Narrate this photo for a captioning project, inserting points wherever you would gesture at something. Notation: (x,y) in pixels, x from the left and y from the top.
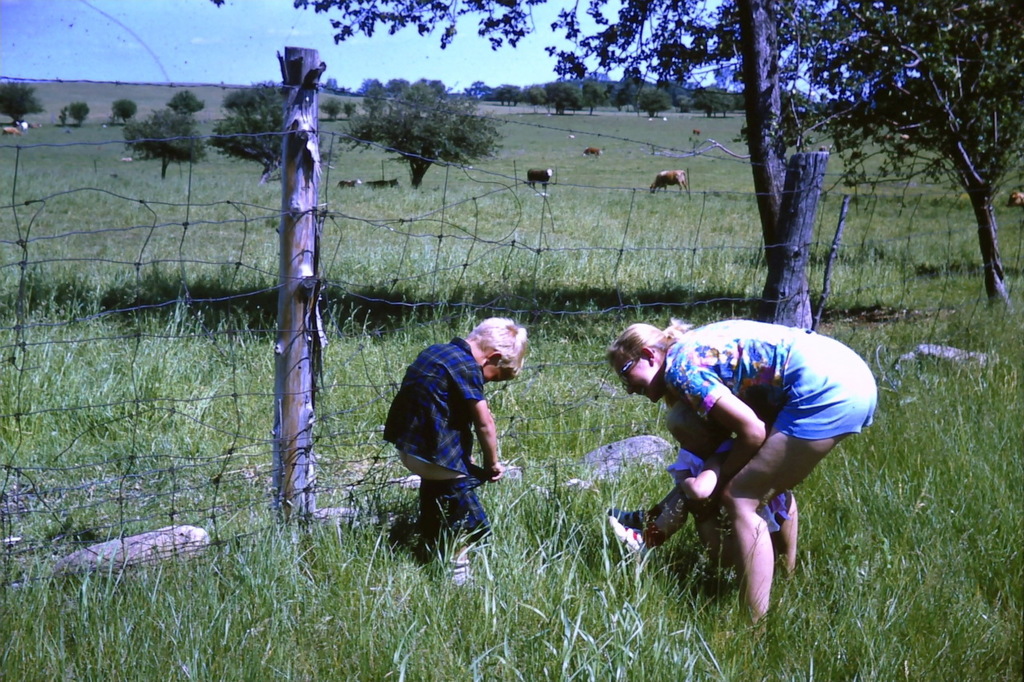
In this image, we can see a woman (764,465) is carrying a kid (656,504) on the grass (625,633). Here a kid (450,492) is standing. Here we can see fencing (23,259), poles (292,259), trees (775,115), animals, and stones (190,552). Top of the image (334,51), there is the sky (235,44).
